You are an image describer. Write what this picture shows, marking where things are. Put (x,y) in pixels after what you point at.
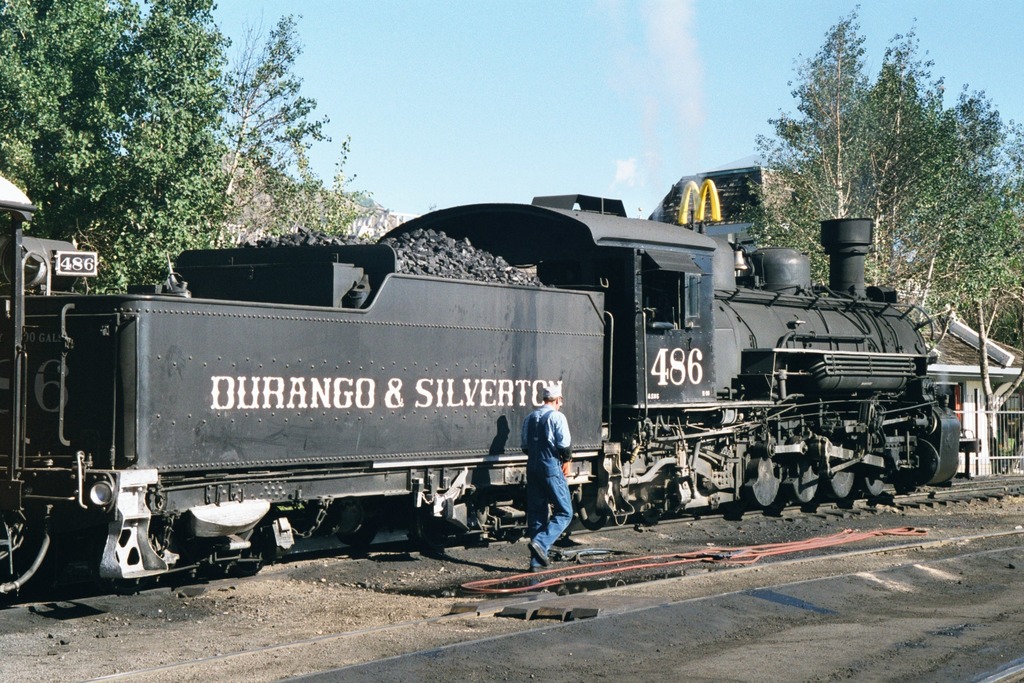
In this image, this looks like a train (469,391), which is on the rail track (959,486). I think this is the coal (446,258). Here is a person (549,522) walking. These are the trees (149,177). This looks like a building (731,182).
